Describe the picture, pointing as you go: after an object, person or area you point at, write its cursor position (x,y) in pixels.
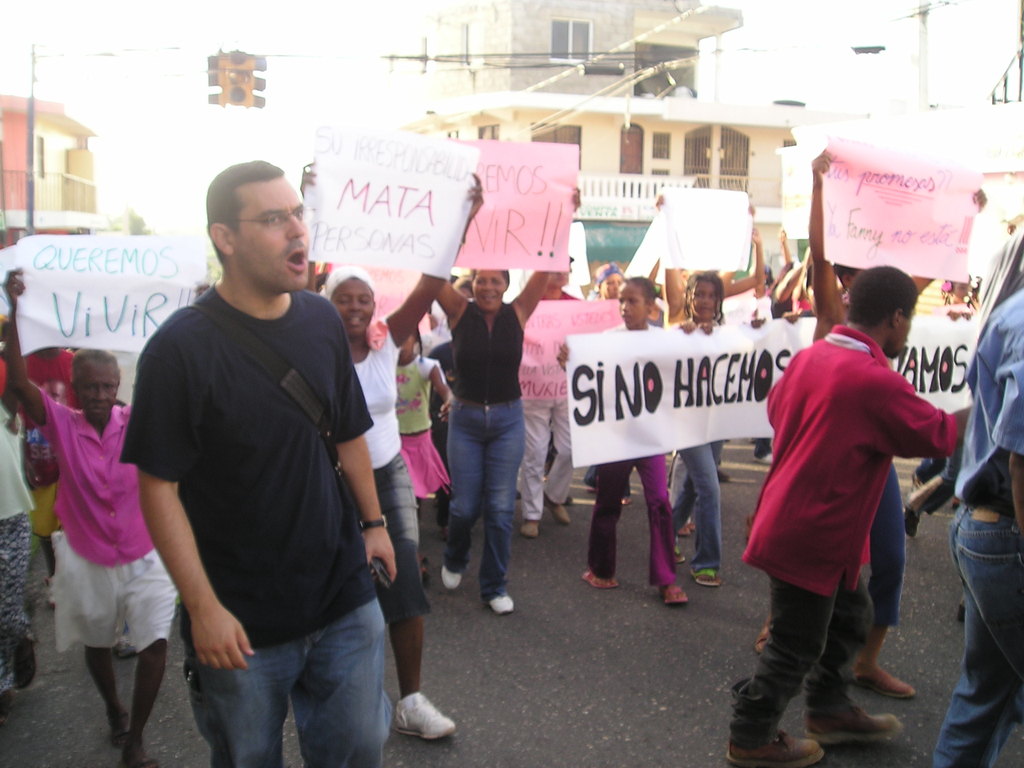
In this image I can see number of persons (255,440) are standing on the ground (637,537) holding few boards (737,352) in their hands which are white and pink in color. In the background (679,56) I can see few buildings (476,79) and few poles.
